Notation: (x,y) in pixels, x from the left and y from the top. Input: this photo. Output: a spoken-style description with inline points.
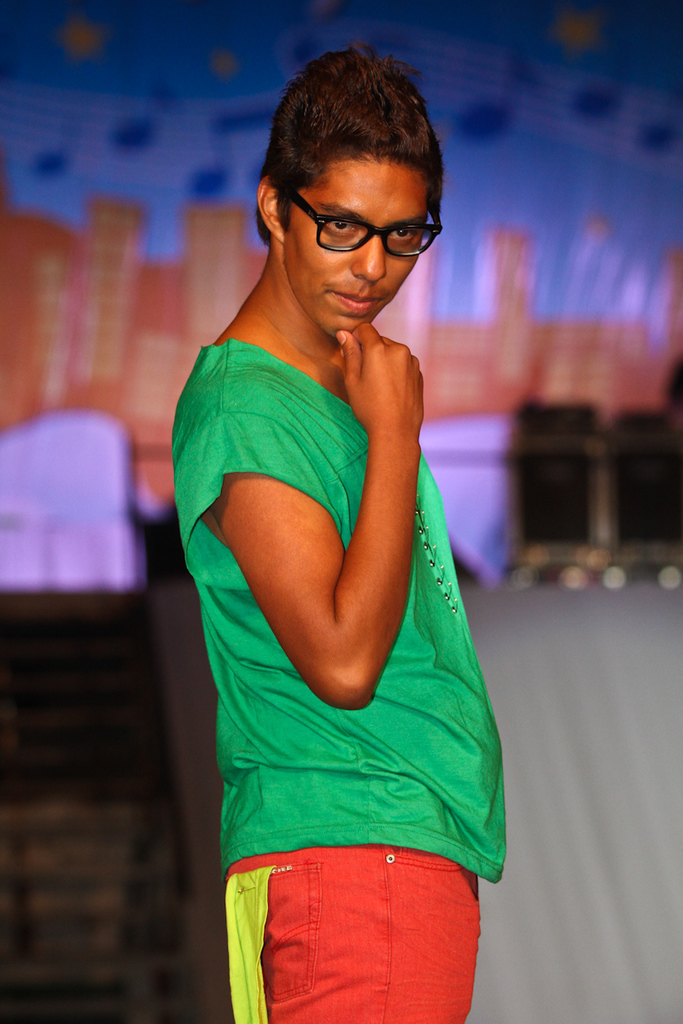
In the middle of the image (240,573) we can see a person (311,533), and the person (347,336) wore spectacles (366,234), and we can see blurry background (583,338).
